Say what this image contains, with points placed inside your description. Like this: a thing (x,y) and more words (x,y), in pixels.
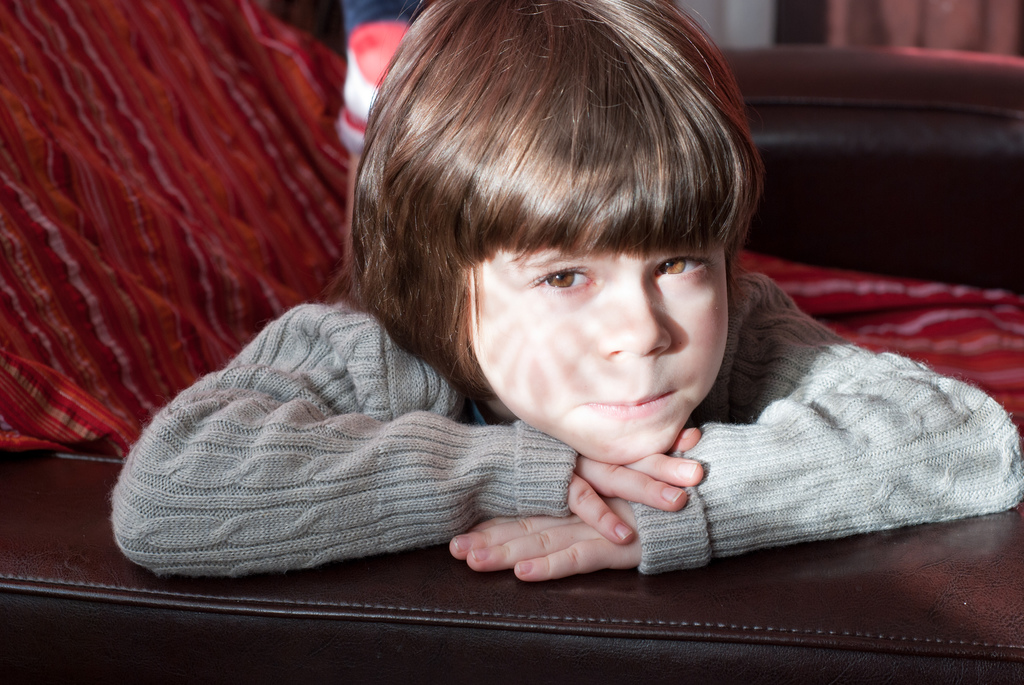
In this image, I can see a child (608,536) lying on a sofa (105,475) and behind her i can see a red color cloth (281,176) which is kept on sofa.
